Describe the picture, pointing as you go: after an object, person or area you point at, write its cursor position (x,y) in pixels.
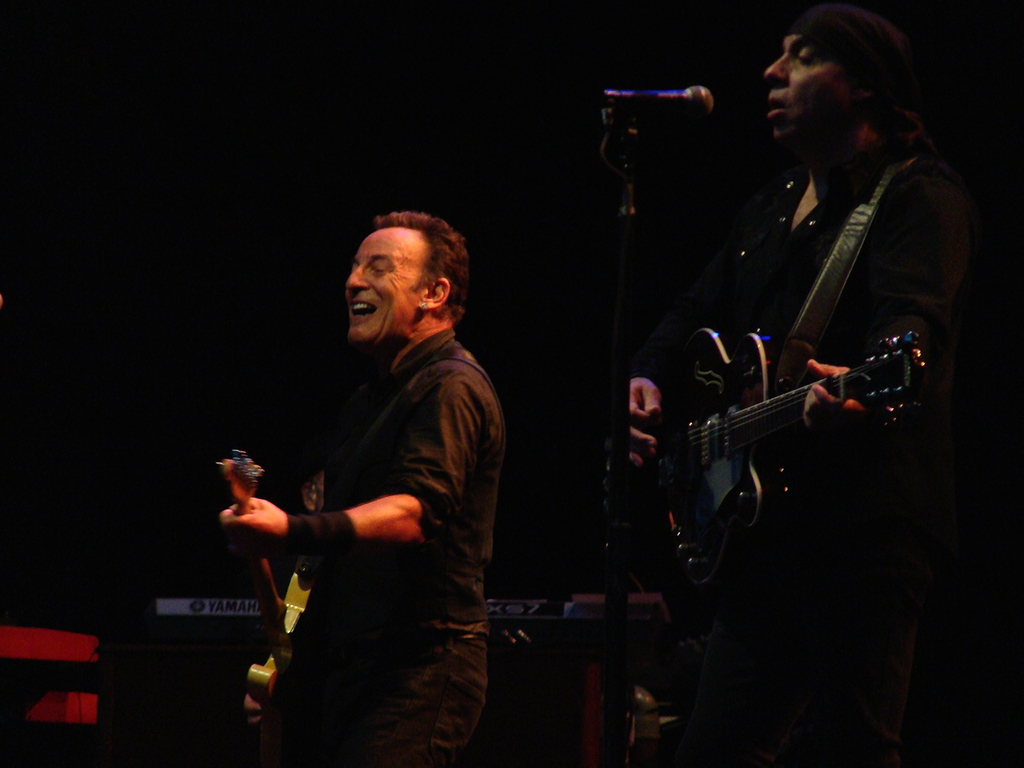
In this image I see 2 persons (871,669) who are holding the guitar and this person (853,735) is standing in front of a mic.
